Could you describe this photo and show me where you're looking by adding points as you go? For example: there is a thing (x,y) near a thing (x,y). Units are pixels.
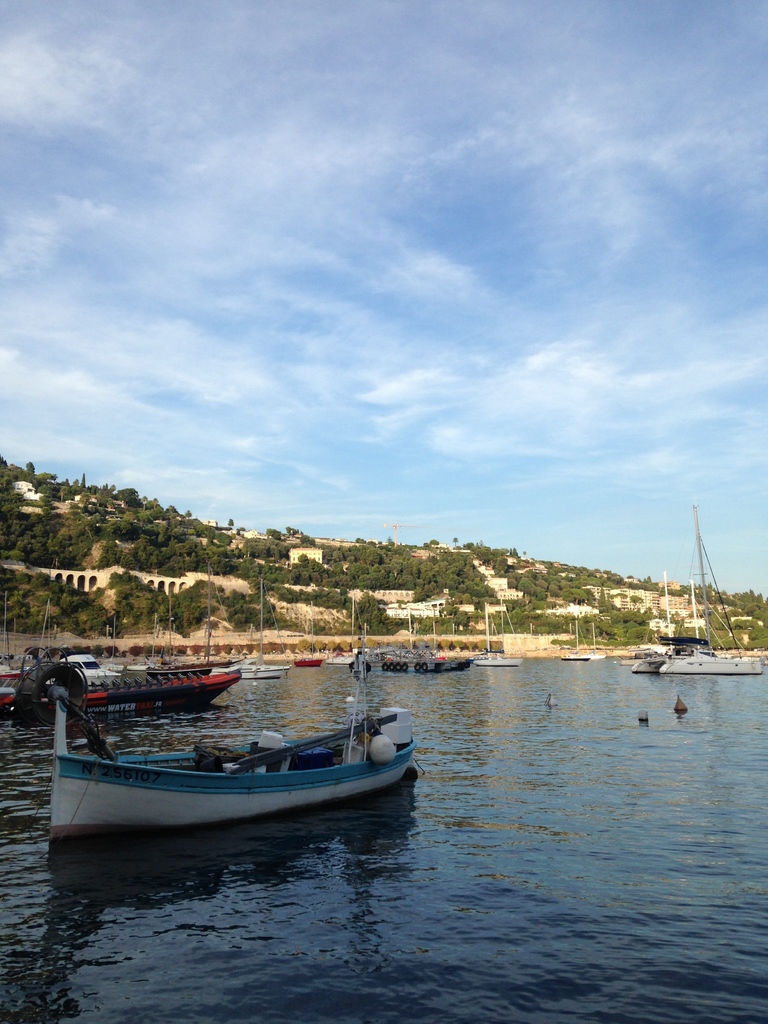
In this image I can see few boats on the water (297,920). Background (429,576) I can see few trees (418,584) in green color and sky (357,226) in blue and white color.
